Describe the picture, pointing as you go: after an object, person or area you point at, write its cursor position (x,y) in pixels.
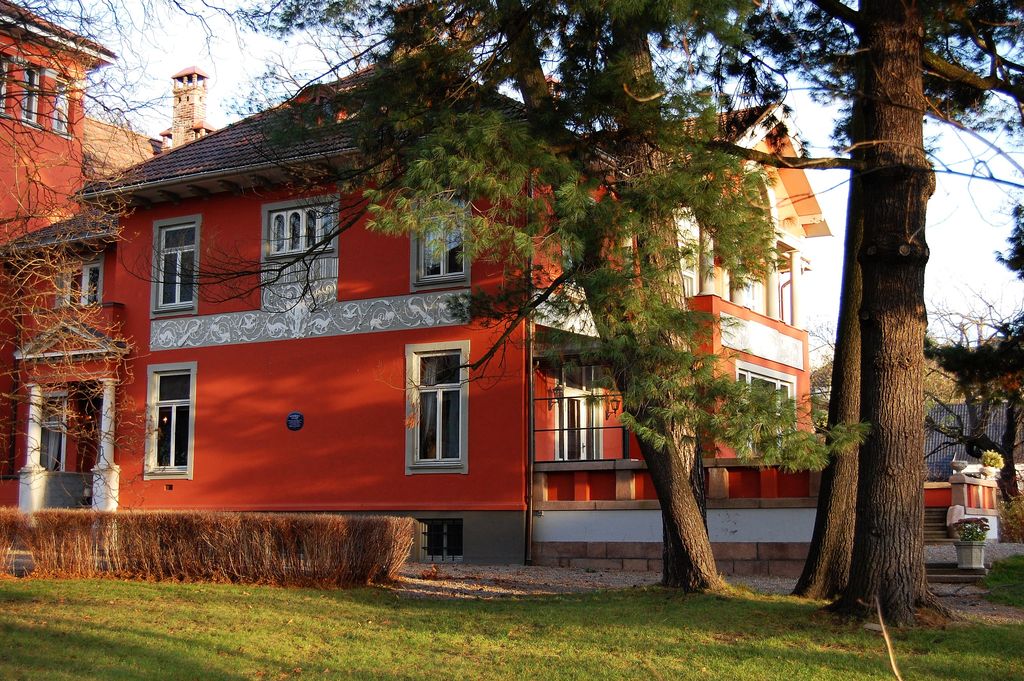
In this image we can see buildings (311,310), windows (460,438), there are plants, trees (603,280), also we can see the sky (822,107).
